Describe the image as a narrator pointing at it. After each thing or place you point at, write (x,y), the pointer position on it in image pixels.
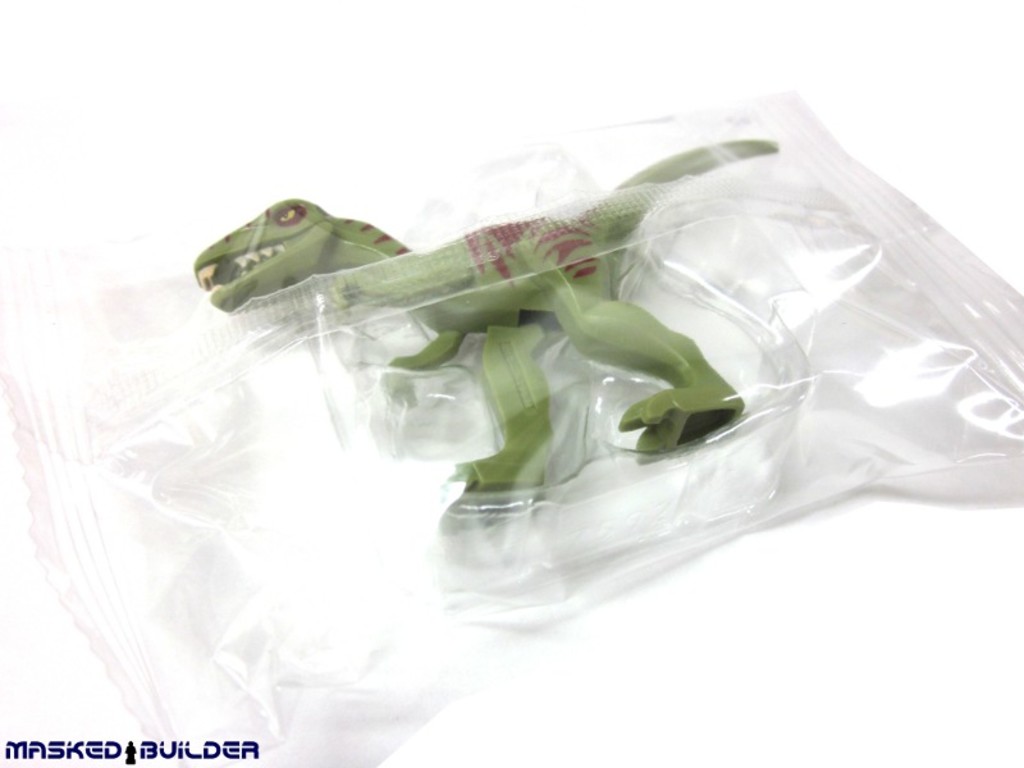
This is a toy (390,279) of a dinosaur (424,287), which is green in color. This toy (508,328) is packed in a cover (807,371). The background (335,113) looks white in color. I can see the watermark (61,754) on the image.
